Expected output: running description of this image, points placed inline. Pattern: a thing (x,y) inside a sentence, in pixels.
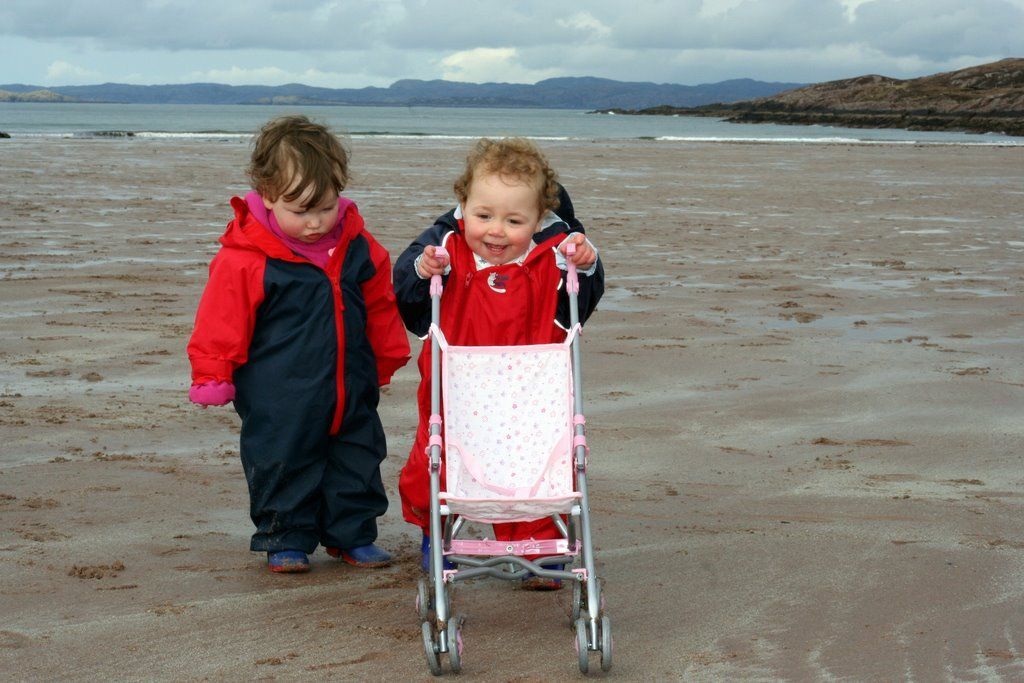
As we can see in the image there are two people (495,305) and toy stroller (585,449). In the background (338,120) there is water (254,117) and hills (426,84). On the top (469,48) there is sky (520,18).
